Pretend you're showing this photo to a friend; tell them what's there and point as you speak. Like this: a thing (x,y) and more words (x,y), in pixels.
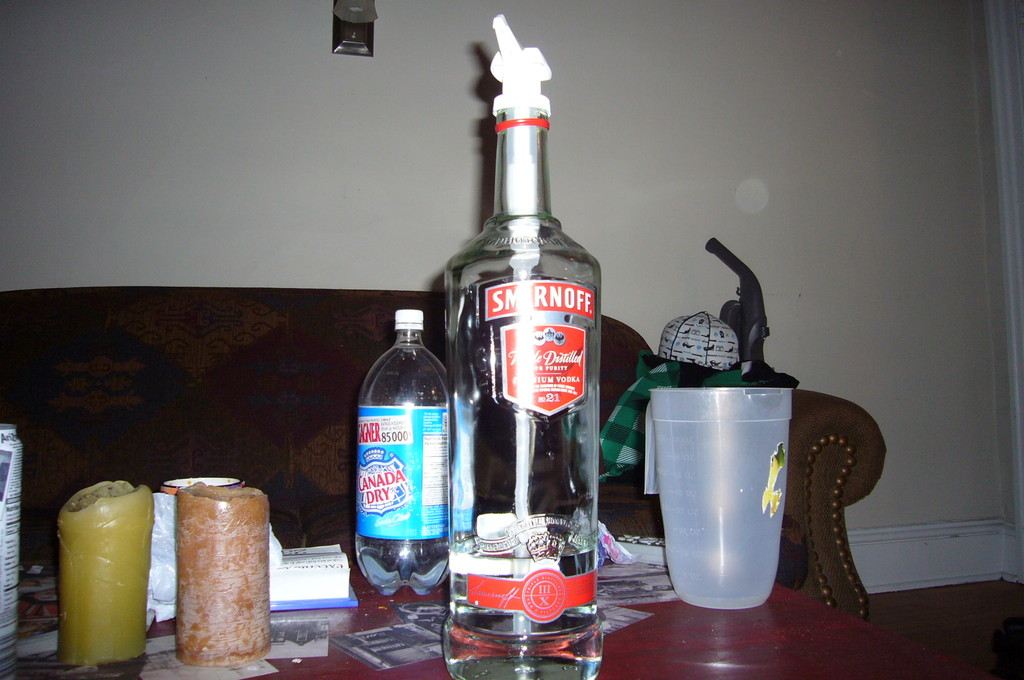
In the image in the center (560,436) we can see vodka bottle (549,442), water bottle (413,460), glass (728,547) and some more objects (275,628). Coming to the background (441,205) we can see the couch (225,301) and wall (309,173).
